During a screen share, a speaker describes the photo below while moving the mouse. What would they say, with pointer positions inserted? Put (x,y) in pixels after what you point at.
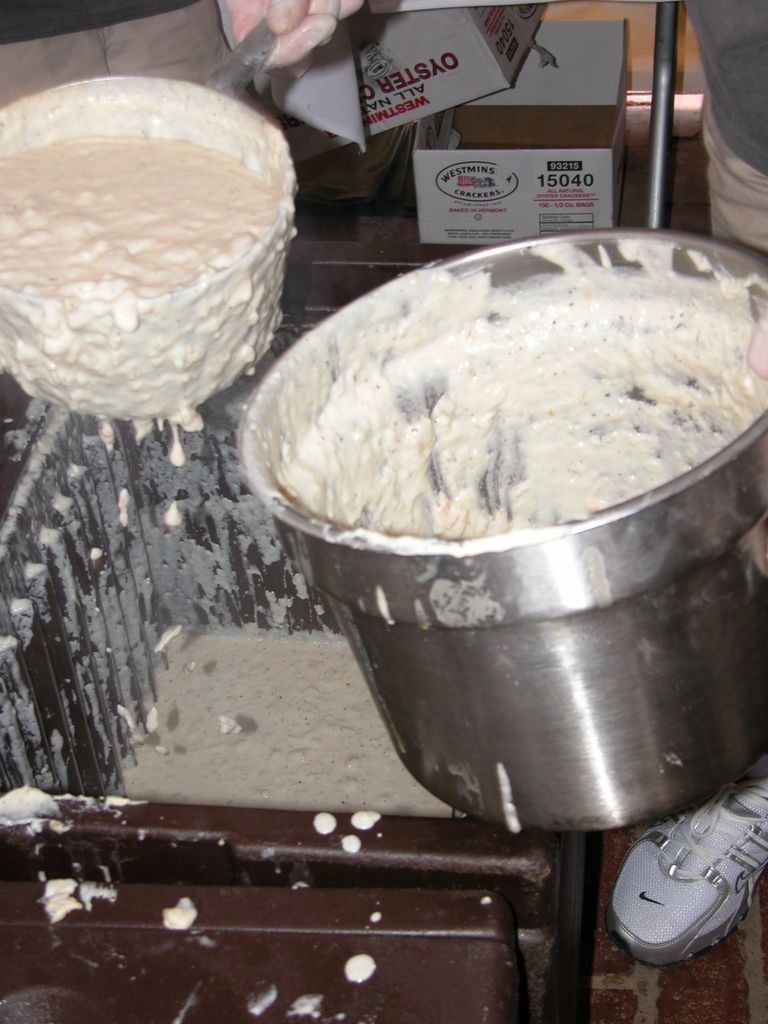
In this image we can see some person (720,108) wearing white shoes (689,863) and holding the batter (313,396). We can also see two white boxes (444,56) and there is text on the boxes (504,116).
